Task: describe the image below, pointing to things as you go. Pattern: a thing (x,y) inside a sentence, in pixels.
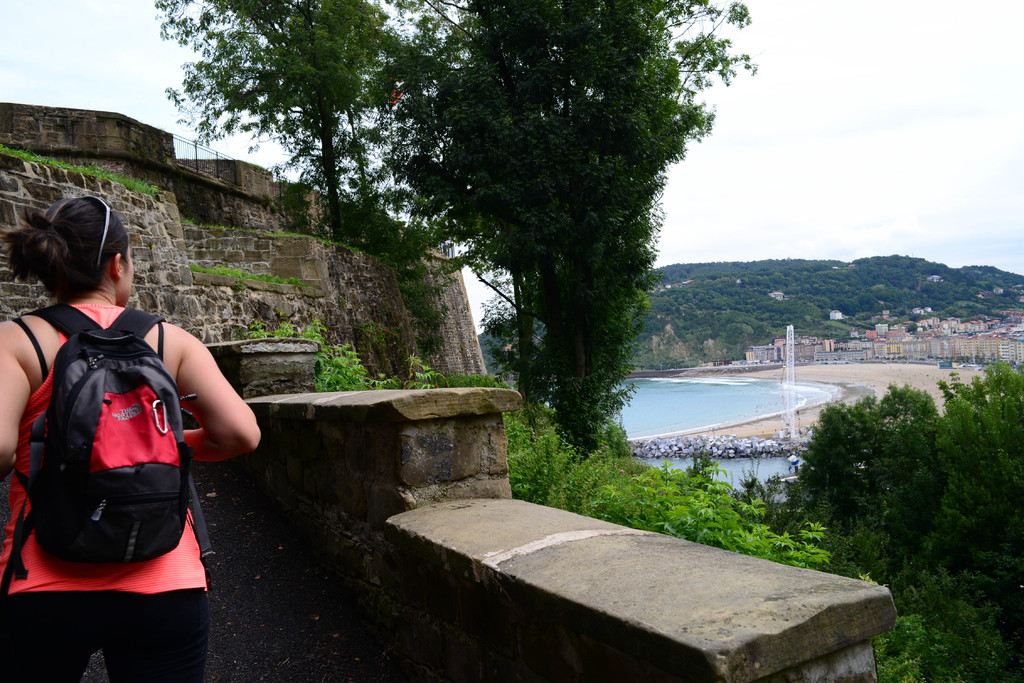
In this image on the left side (128,578) there is one woman (96,284) who is walking and she is wearing a bag (115,464). On the top (483,65) there are some trees (548,358) and on the background (765,300) there are some mountains (912,304) and some houses (897,343) are there, and in the center (665,428) there is one sea (658,403) and some plants (544,428) are there and on the left side of the top there is sky (100,104) and a wall (97,144) is there.
